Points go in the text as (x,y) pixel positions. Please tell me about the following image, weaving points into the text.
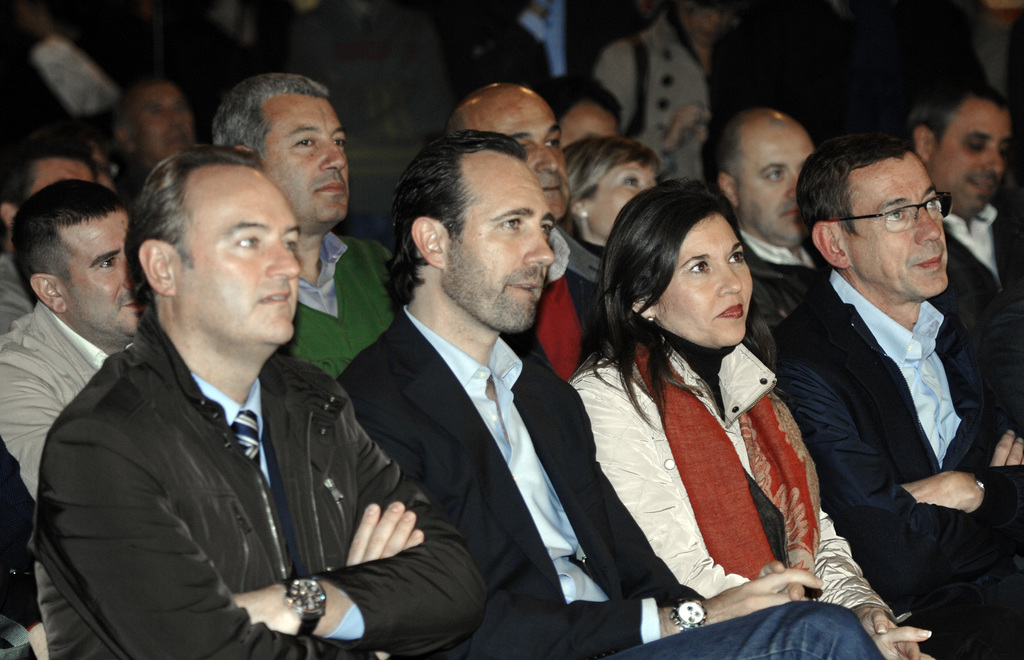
This image consists of few persons (487,424). In the front (632,545), we can see three men (482,489) and a woman (734,466) are sitting.
